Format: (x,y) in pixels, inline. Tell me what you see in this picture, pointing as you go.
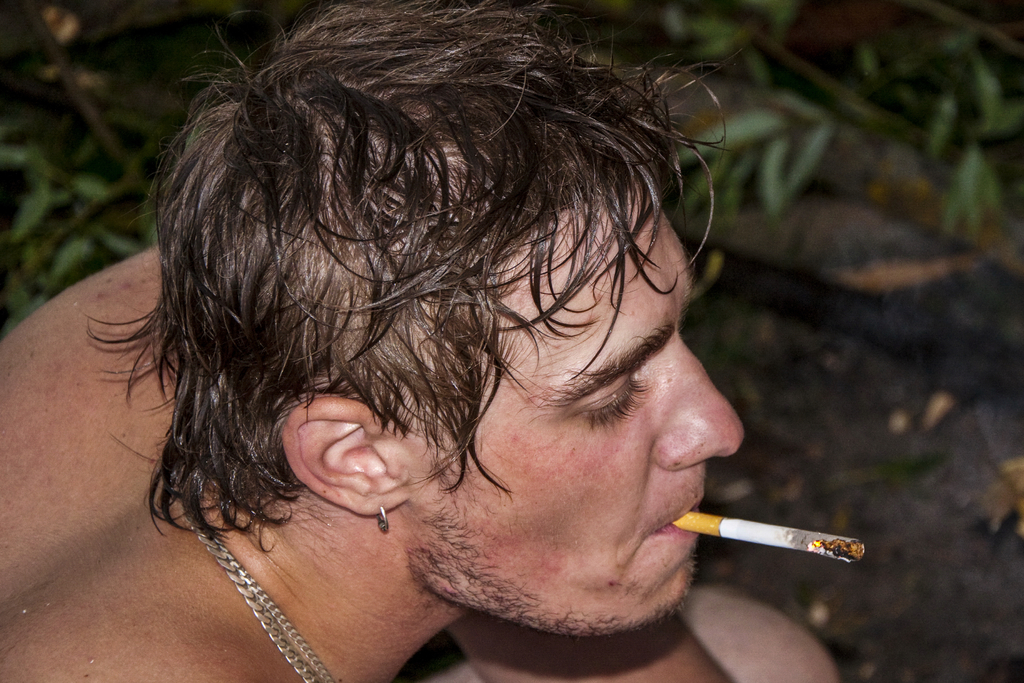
In this picture there is a man (158,380) towards the left (168,366). In his mouth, there is a cigarette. In the background (855,80) there are plants (856,100).
